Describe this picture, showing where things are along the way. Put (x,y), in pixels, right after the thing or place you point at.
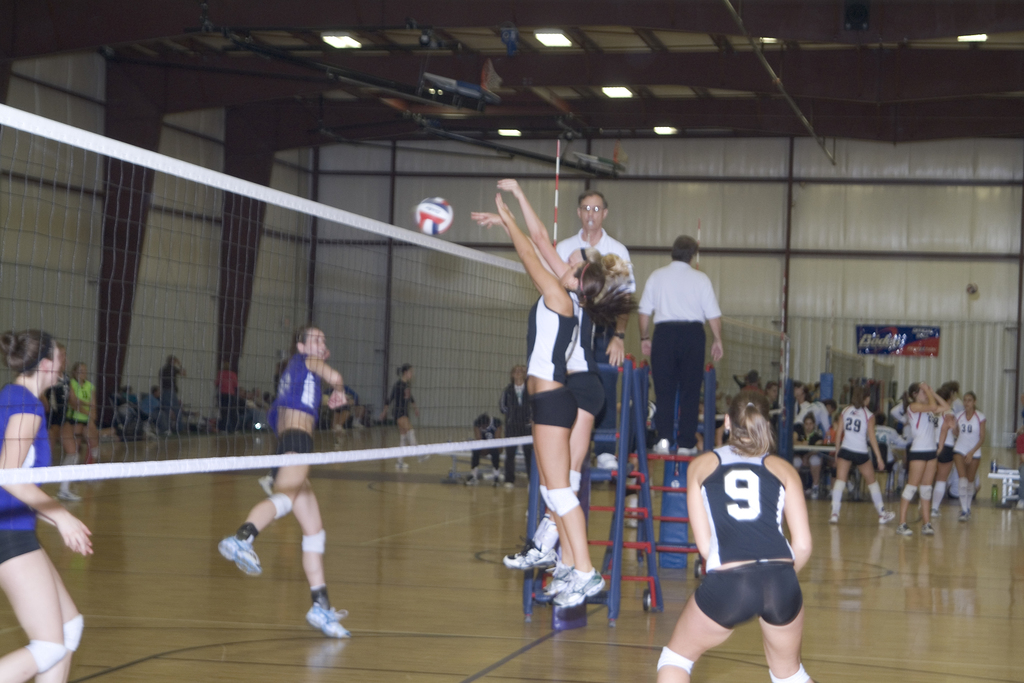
In the picture I can see a group of women (585,326) playing a game. I can see the net fence poles (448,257) on the floor (812,533). There is a lighting arrangement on the roof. I can see two persons (685,281) standing on the ladders (626,468). I can see a ball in the air (446,163).
